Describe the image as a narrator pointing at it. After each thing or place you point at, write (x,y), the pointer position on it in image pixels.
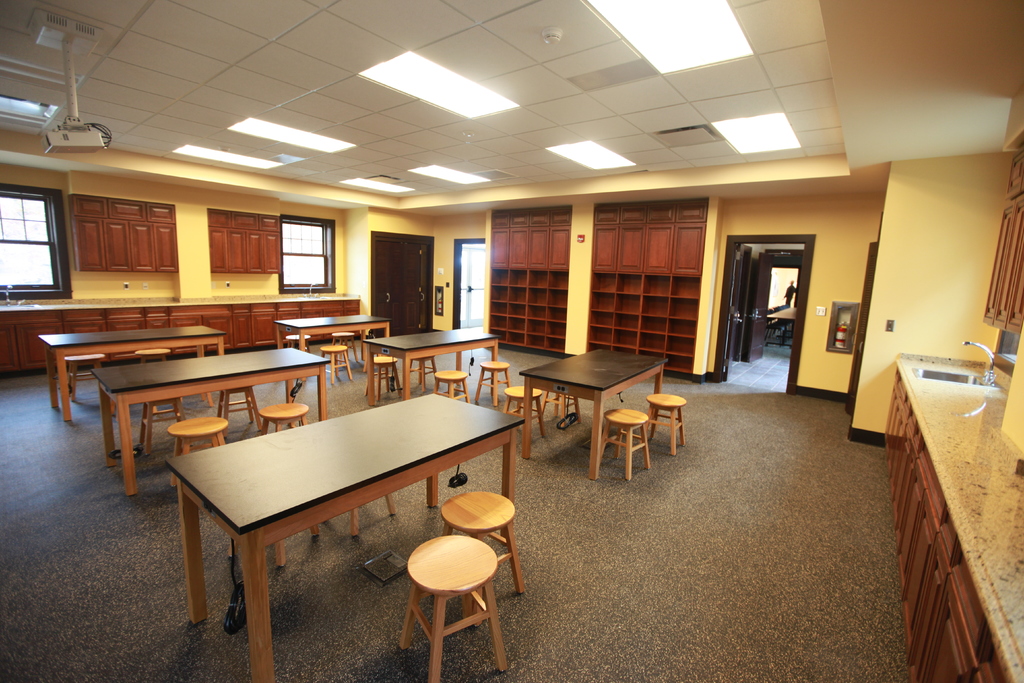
This picture is clicked inside the room (232,333). In the middle of the picture (369,321), we see tables (106,434) and stools (458,538). On the right side (1019,595), we see a countertop (1009,612), sink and a window (1006,339). Beside that, we see a wall (813,376). Beside that, we see an entrance (761,365) to another room (776,356). Beside that, we see cupboards (635,229) and racks (603,322). On the left side (106,245), we see windows (24,253), cupboards (255,240) and a brown color door (413,313). At the top of the picture (446,108), we see a projector (62,129) and the ceiling (421,108) of the room (562,171).
